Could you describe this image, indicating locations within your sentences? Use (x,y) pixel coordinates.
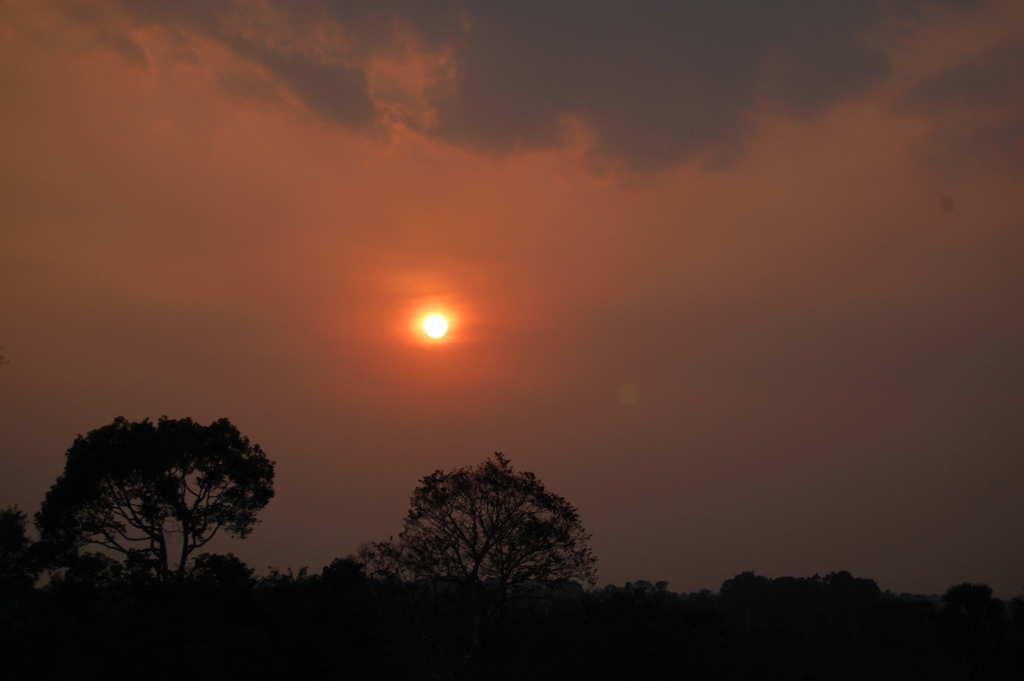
In this picture I can see the sun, sky (621,175) and clouds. At the bottom (481,596) I can see many trees (258,598), plants (461,591) and grass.
